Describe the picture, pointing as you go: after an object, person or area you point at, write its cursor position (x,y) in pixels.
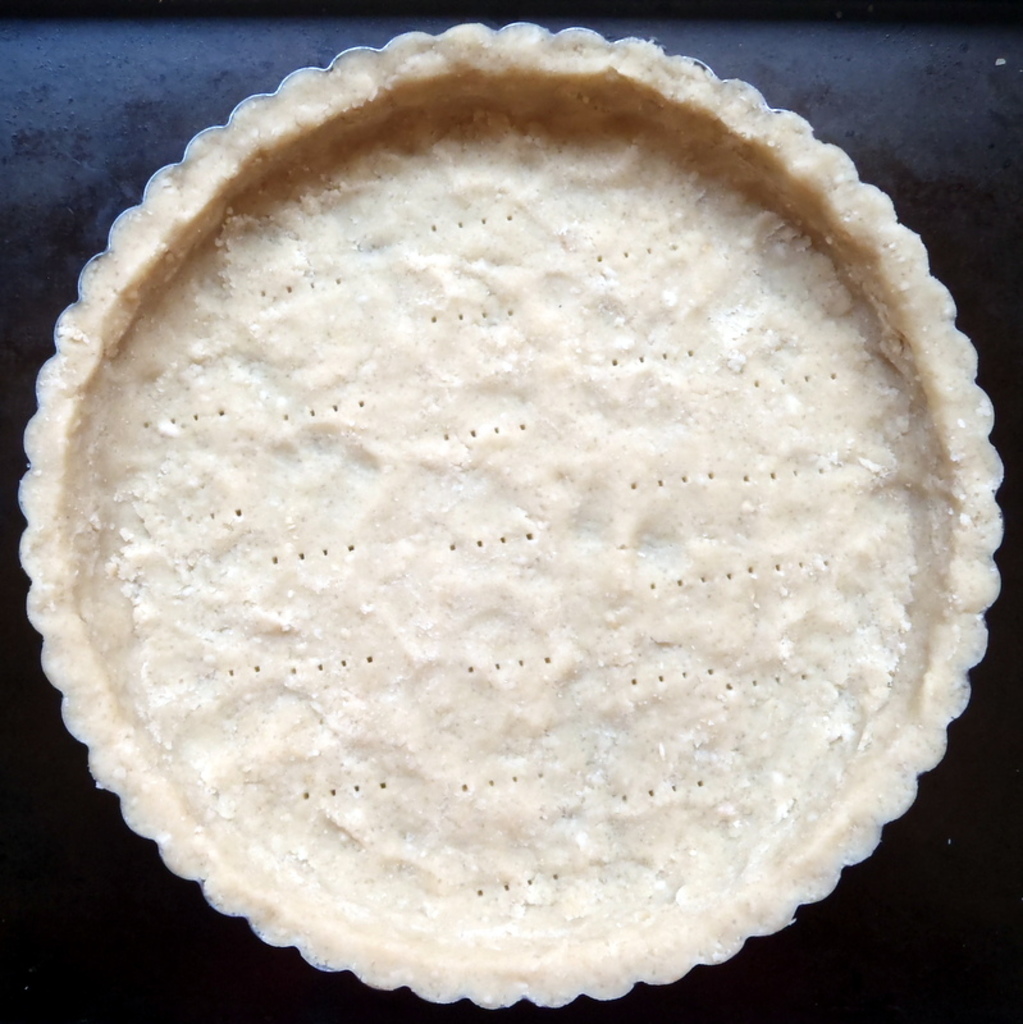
In this image I can see a cream colour thing (528,570). I can also see black colour in the background (1011,883).
